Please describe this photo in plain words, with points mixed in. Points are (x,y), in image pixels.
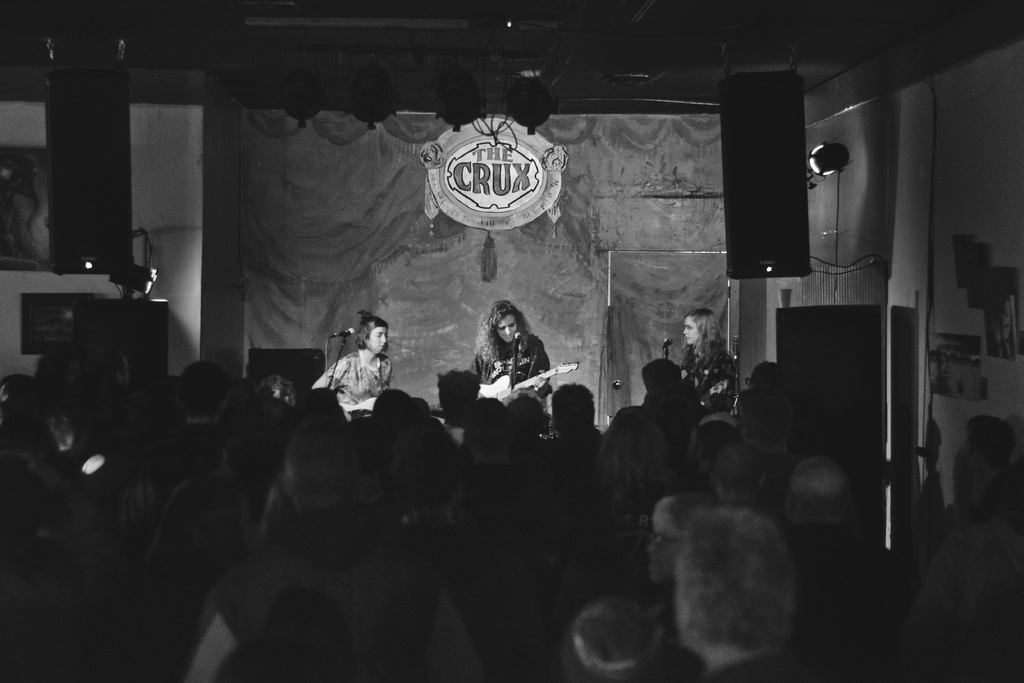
In this image I can see number of people (89,596) and in the background (522,374) I can see one of them is holding a guitar (520,389). I can also see three mics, a board (487,172), number of lights (453,123) and on the board (464,183) I can see something is written. On the both sides of this image I can see number of frames (14,170) on the wall (904,304) and I can see this image is black and white in colour.
